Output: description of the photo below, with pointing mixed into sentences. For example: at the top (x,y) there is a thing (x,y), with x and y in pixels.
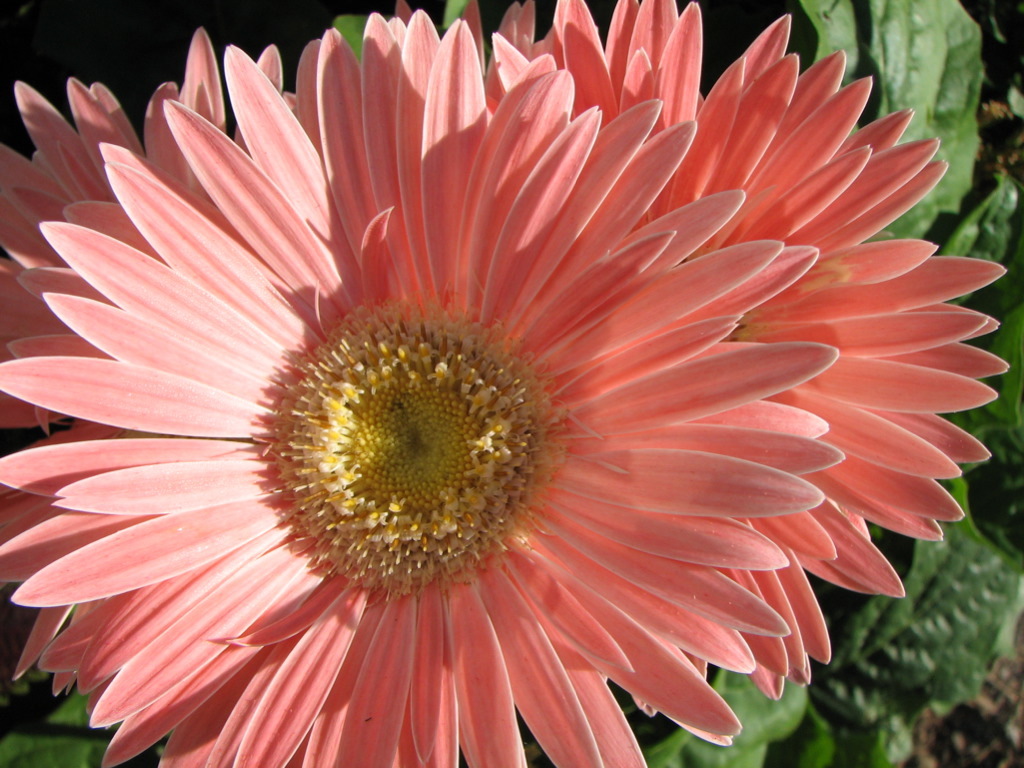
In this image we can see few flowers (486,332) and a group of leaves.
